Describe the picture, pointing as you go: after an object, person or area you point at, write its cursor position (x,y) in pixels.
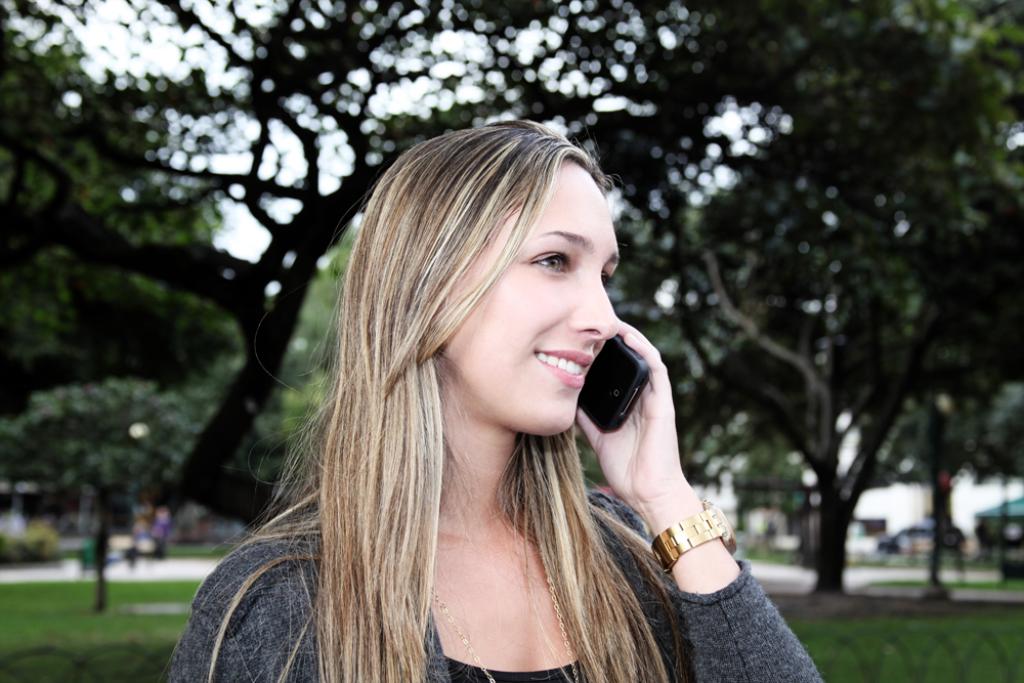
This is a picture of a woman (360,462) in black t shirt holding a mobile (590,398) and she is wearing a watch (682,540) to her left hand (685,503). Behind the woman (398,442) there are trees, grass (876,620) and the remaining things (879,515) are blurred.
